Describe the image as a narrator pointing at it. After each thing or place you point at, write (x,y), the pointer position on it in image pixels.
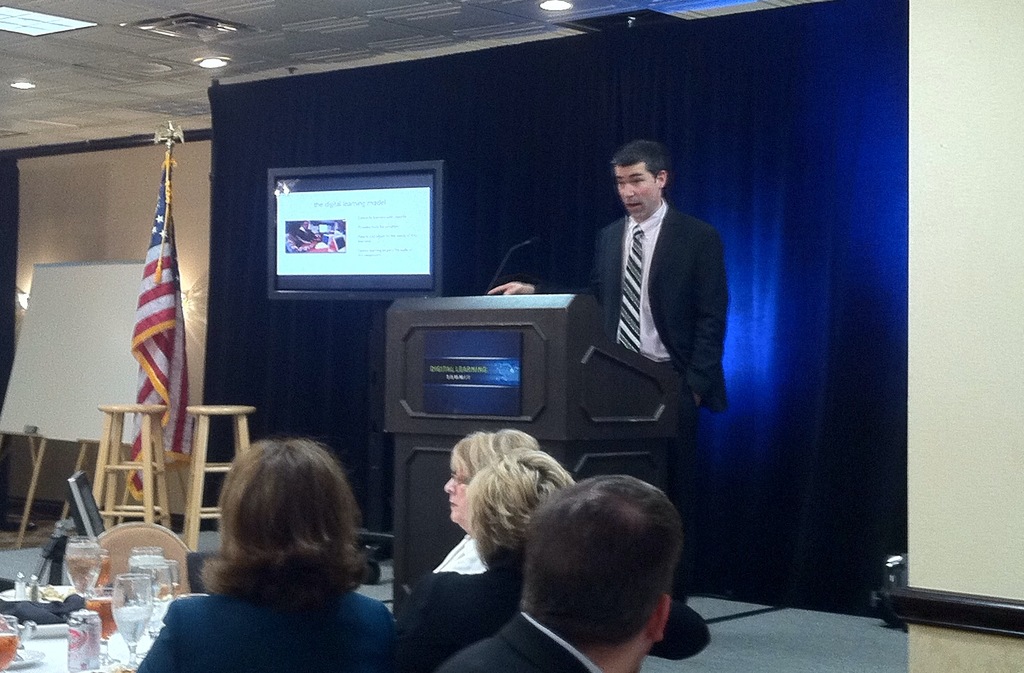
In this image we can see a few people (509,484) sitting and a person (553,282) is standing on the stage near a podium (540,338) and a mic (509,261) to the podium (518,307), in the left side (137,442) there is a screen (320,223), stools (224,470), flag (141,334), white board (88,347), a table (52,654), on the table (48,669) there are glasses (136,615), a tin (78,646) and few objects (39,658) and lights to the ceiling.
